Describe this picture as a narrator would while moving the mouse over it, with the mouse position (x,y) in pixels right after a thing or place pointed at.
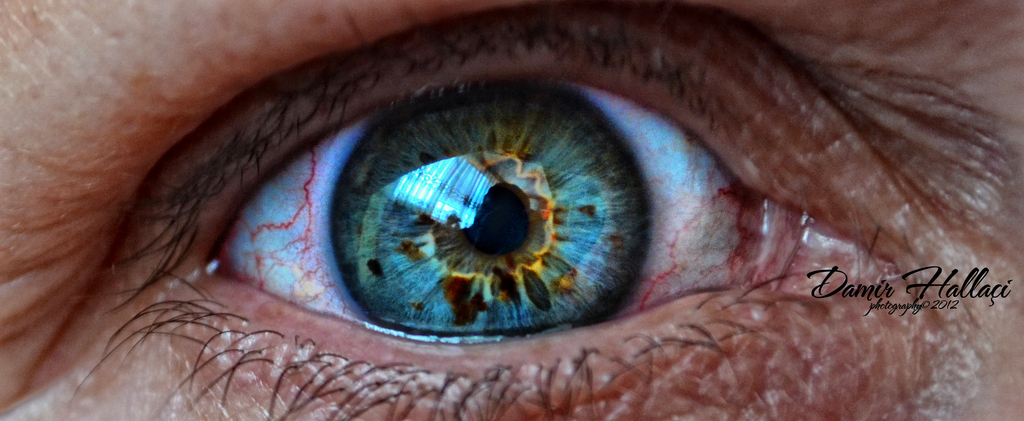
In this image we can see an eye (742,211) of a person (717,190) and some text (923,274) on it.
